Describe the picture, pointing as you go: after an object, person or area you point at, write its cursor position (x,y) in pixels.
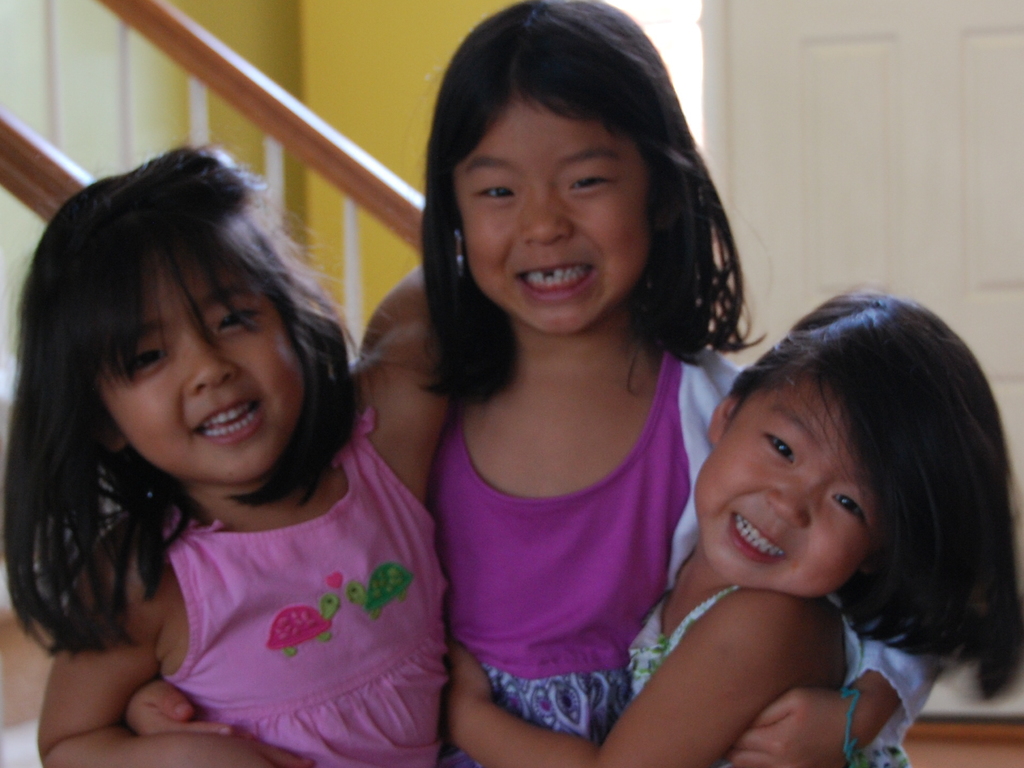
In this image there are three persons (524,475) truncated towards the bottom of the image (647,629), there is a door (902,132) truncated towards the right of the image (878,73), there is an object (161,30) truncated towards the top of the image (132,14), there is an object (18,161) truncated towards the left of the image (23,140), at the background of the image (170,120) there is a wall (353,68) truncated.
